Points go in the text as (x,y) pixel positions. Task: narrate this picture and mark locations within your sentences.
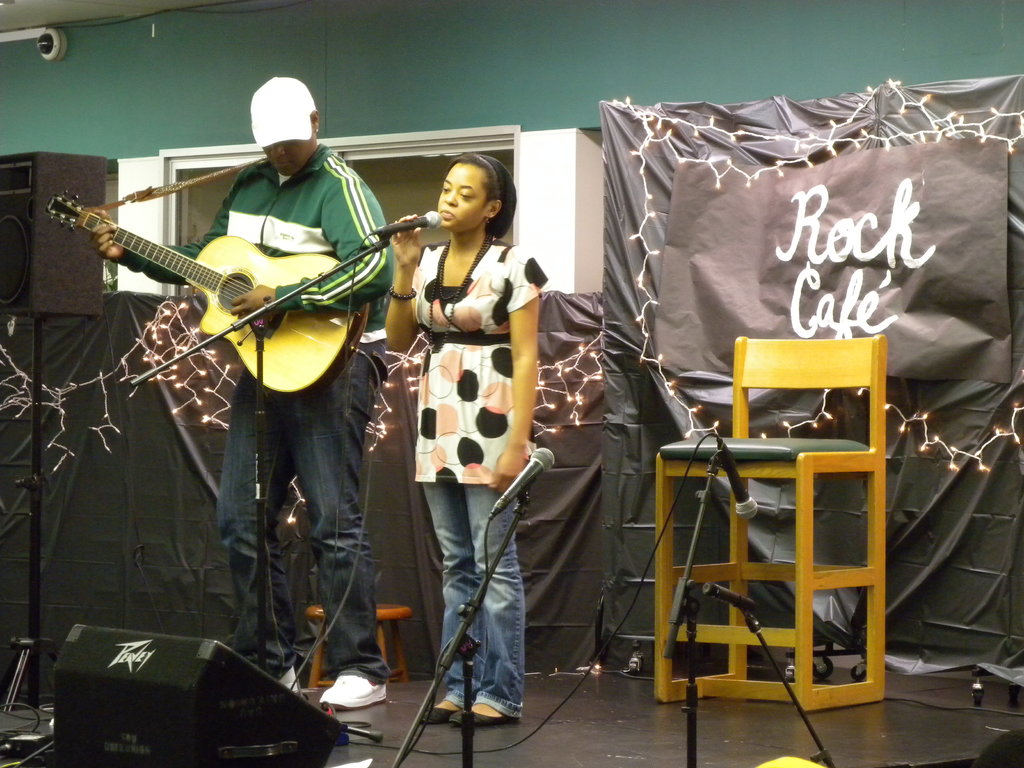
In this picture we can see man (282,204) holding guitar (219,272) in his hand (266,288) and playing and beside to his woman (422,268) singing on mic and in background (4,234) we can see speakers (54,174), wall (176,69), cloth (764,431), banner (799,289), chair (701,444).
